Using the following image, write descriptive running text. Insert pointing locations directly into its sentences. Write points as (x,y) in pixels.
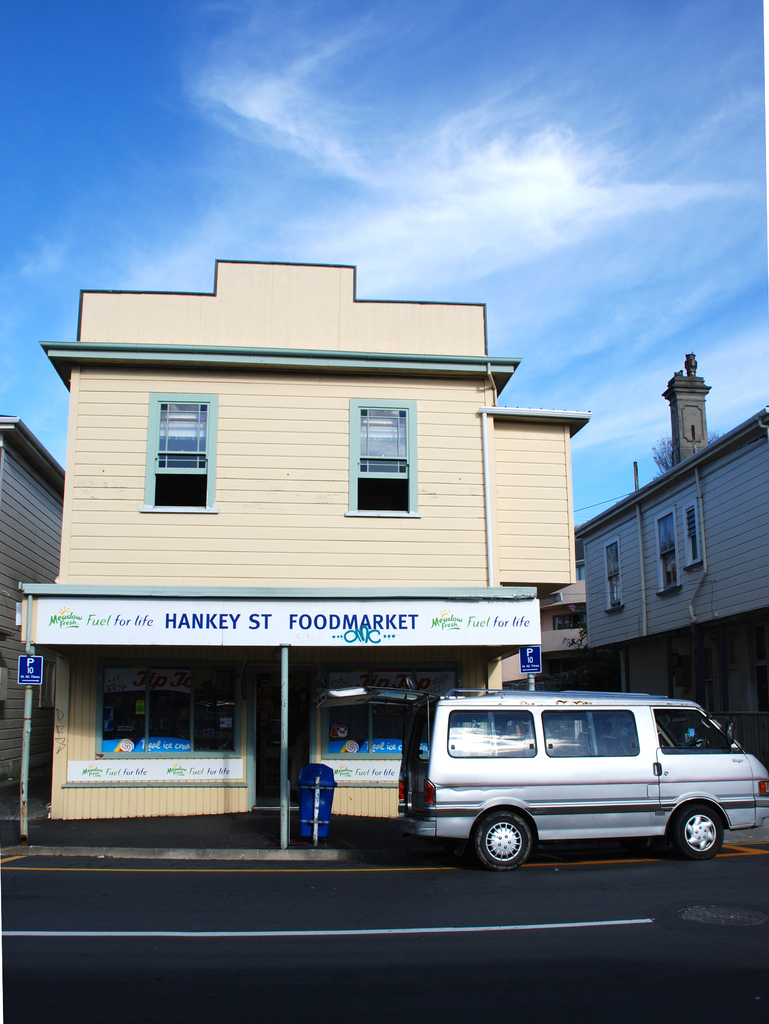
In this picture there is a van (491,781) which is parked in front of the building (438,610). Beside that I can see the road (354,886) and sign board (340,771). In the background (750,551) I can see the buildings (623,642), towers (702,419), pole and trees (576,643). At the top (508,121) I can see the sky (459,135) and clouds (354,147).
